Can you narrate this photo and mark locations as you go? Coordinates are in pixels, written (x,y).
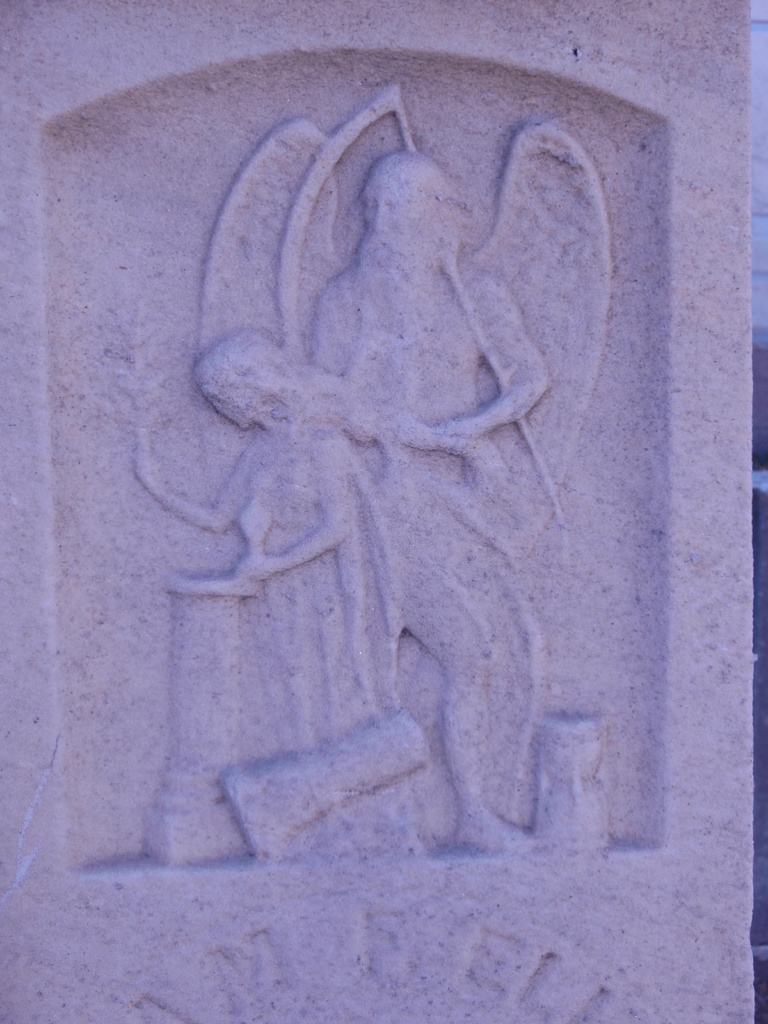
In this image we can see a sculpture (301,441) engraved on the stone (416,331).
